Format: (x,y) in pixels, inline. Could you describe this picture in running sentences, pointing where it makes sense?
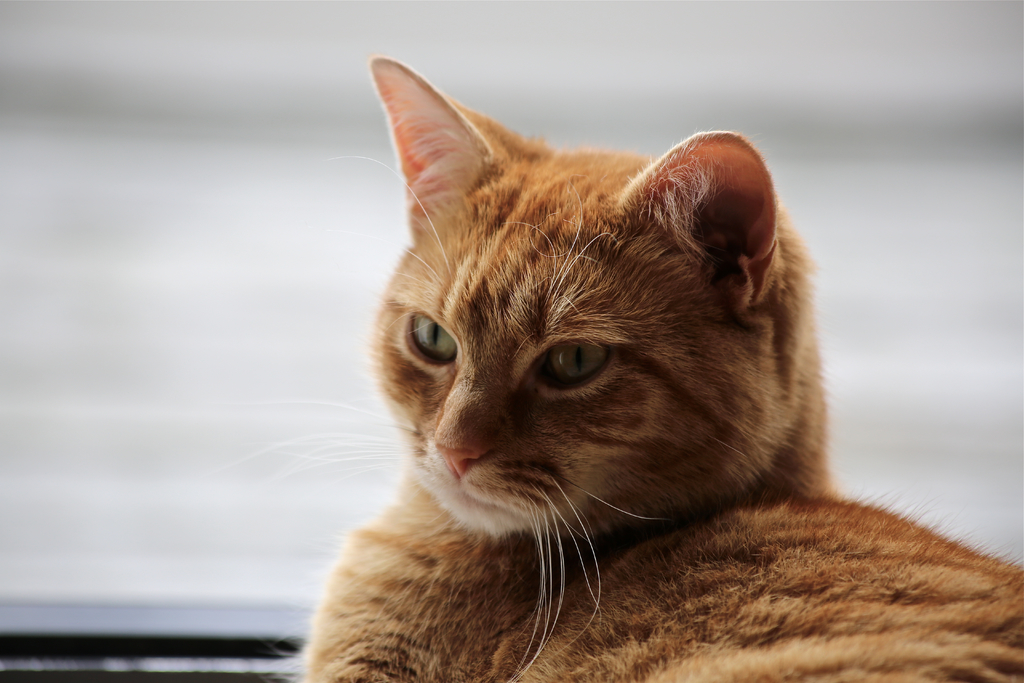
In this picture we can see a cat (454,468).
